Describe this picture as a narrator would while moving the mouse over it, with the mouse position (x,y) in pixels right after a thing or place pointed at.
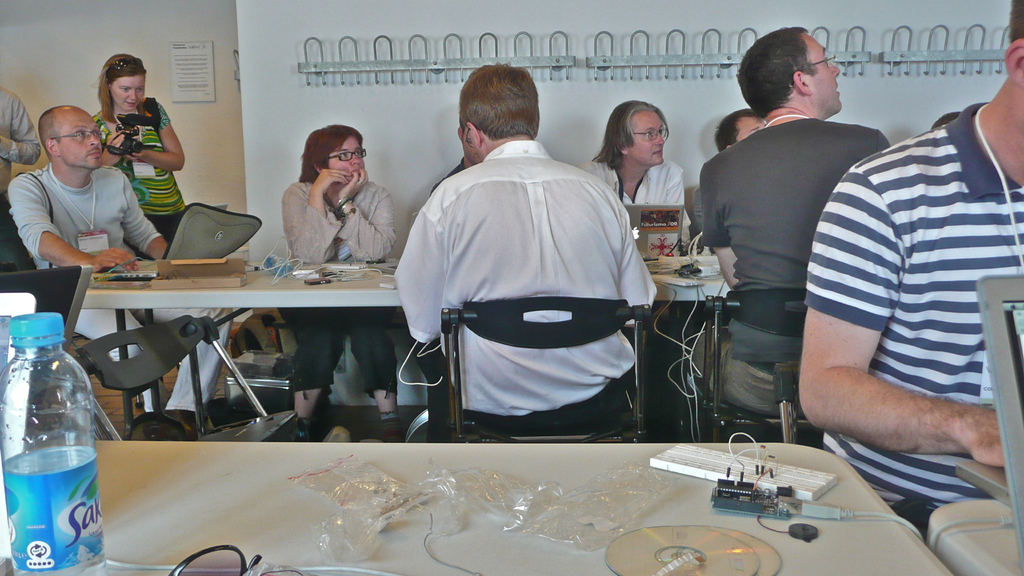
Group of people (427,242) are sitting in the chairs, In front of them there are breadboard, circuits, cables (337,274), discs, The person (163,181) who is wearing green T-shirt (173,195) is holding a cam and there is also a water bottle (68,430) in the left bottom (40,454).
